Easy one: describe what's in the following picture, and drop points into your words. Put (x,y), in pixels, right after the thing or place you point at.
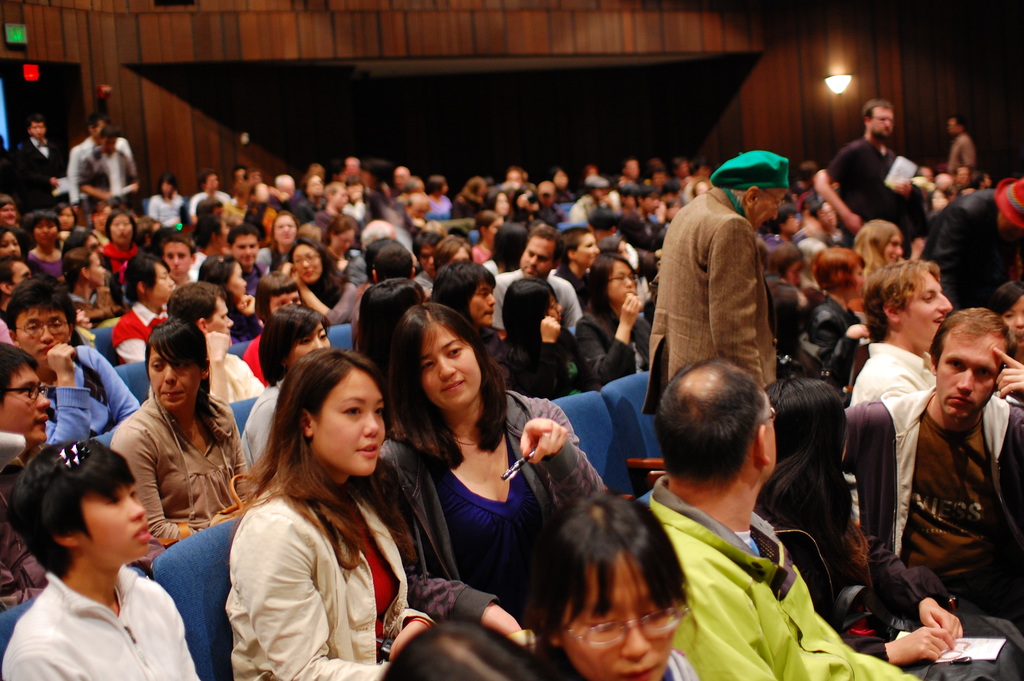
In this image I can see the group of people (383,365) sitting on the chairs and few people (666,278) are standing. I can see these people (432,425) are wearing the different color dresses (429,494). In the background (788,87) I can see the light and the boards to the brown color wall (228,57).
